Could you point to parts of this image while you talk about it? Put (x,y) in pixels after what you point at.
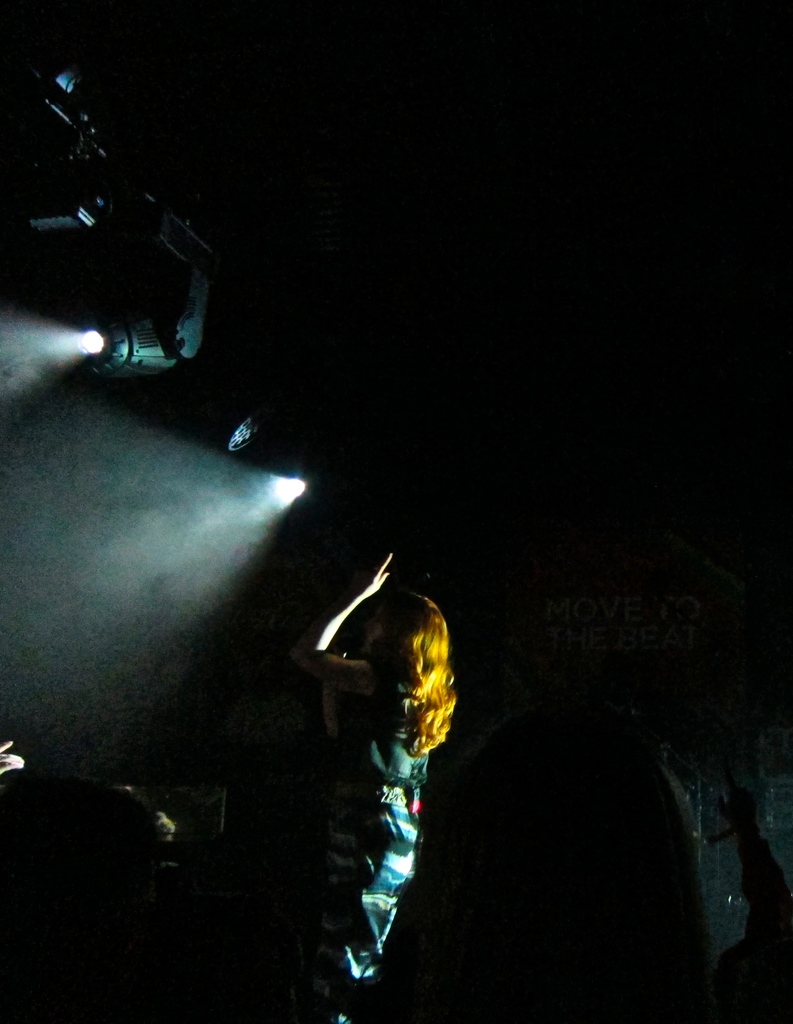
This picture is very dark, there is a woman (339,967) standing and we can see focusing lights (100,219).
